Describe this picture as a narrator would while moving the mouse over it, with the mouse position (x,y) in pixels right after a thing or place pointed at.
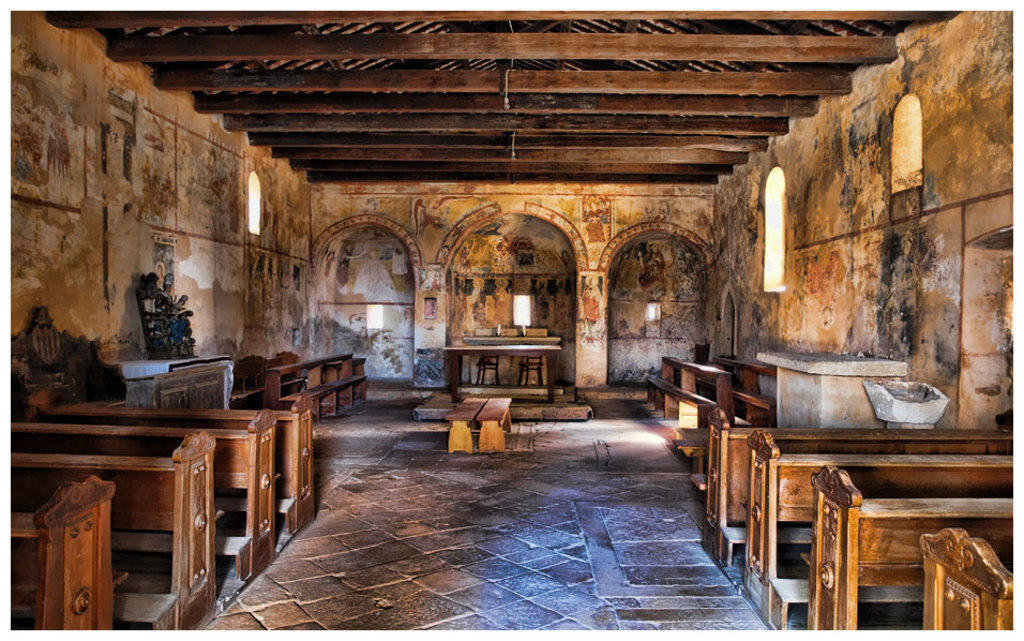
In this image I can see the room (537,265). To the side of the room (325,413) I can see benches (87,499) which are in brown color. In the back (668,406) I can see few more benches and I can see few shelves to the side.
